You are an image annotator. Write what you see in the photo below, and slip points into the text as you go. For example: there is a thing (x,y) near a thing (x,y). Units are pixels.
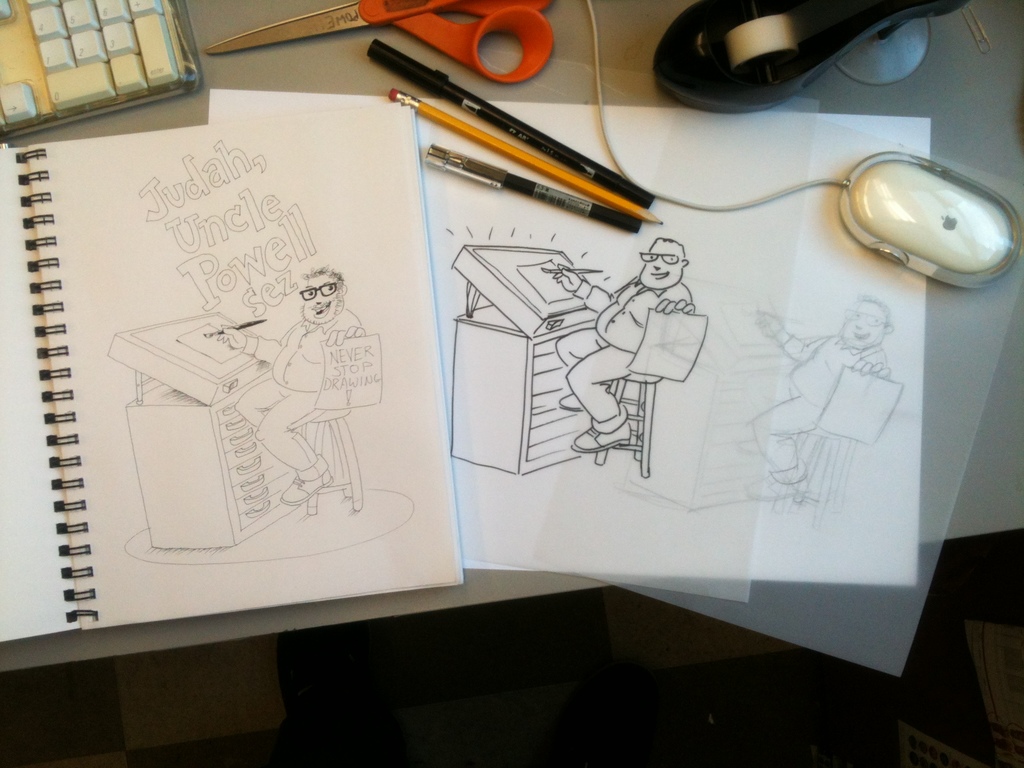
This image consists of a book (169,460) along with keyboard (136,76) and mouse (907,244). And there are also pens (552,177) along with scissors (534,51) on the table (477,586).
